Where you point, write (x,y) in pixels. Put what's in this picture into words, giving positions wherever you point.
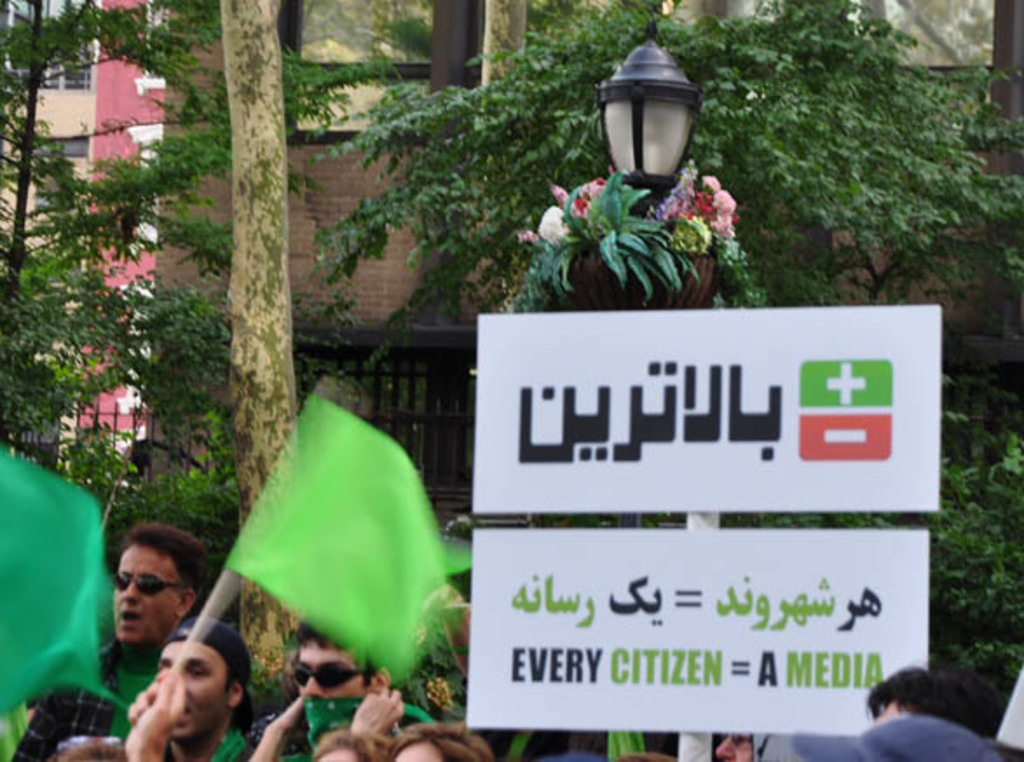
In this image we can see a few people (199,681), among them some are holding the objects (322,532), there is a pole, on the pole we can see the boards (854,612) with some text (537,595), also we can see there are some trees (370,227), buildings (343,169), flowers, fence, potted plant (708,288) and a light (617,156).
